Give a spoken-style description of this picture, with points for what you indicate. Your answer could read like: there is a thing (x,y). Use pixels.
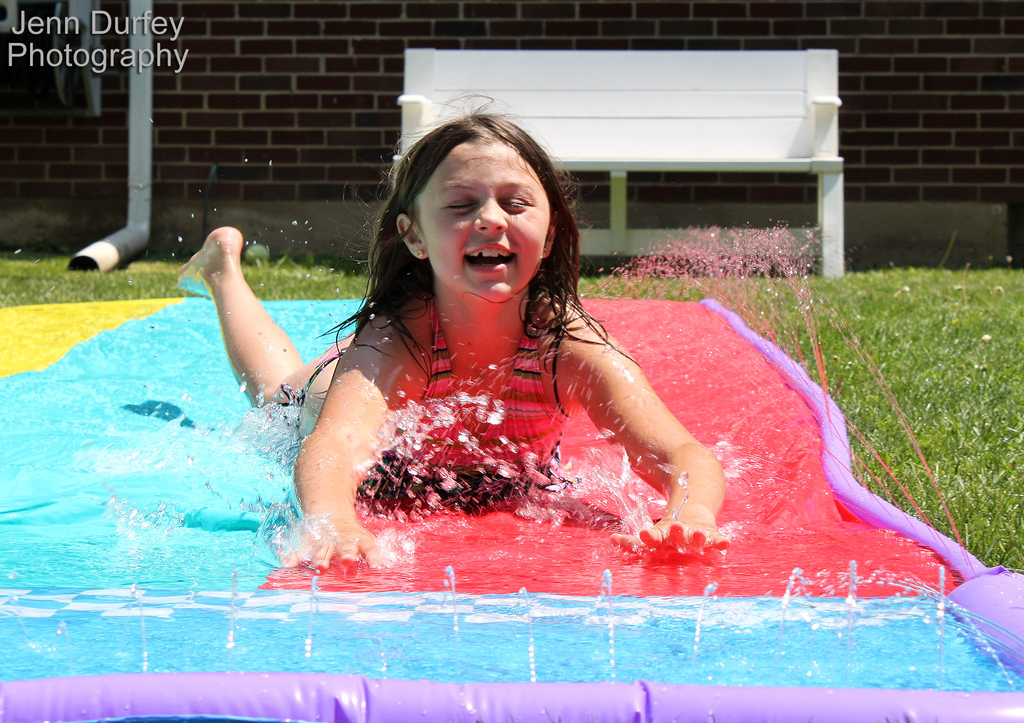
In the picture I can see a girl (474,489) is lying on an object (483,538). In the background (853,314) I can see the water (423,619), grass (850,348), a brick wall (380,46), white color object (454,95) and some other things (56,11). On the top left side of the image (42,22) I can see a watermark (42,22).
